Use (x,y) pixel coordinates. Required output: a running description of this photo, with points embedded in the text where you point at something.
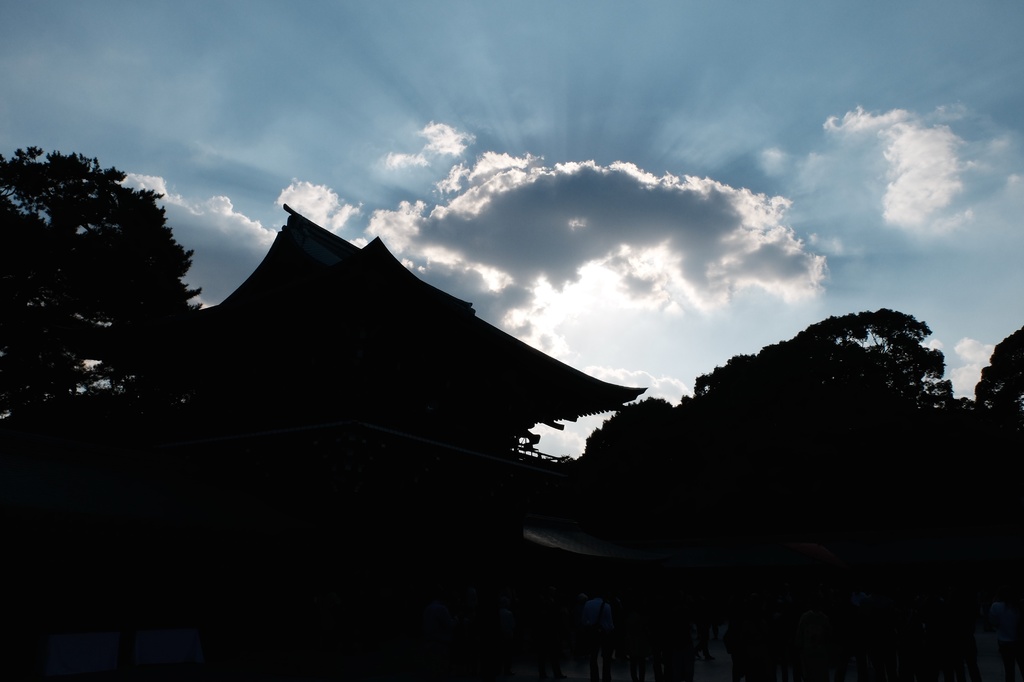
In this picture we can see a building (306,461), trees (814,444) and in the background (679,275) we can see the sky (679,275) with clouds (712,285).
